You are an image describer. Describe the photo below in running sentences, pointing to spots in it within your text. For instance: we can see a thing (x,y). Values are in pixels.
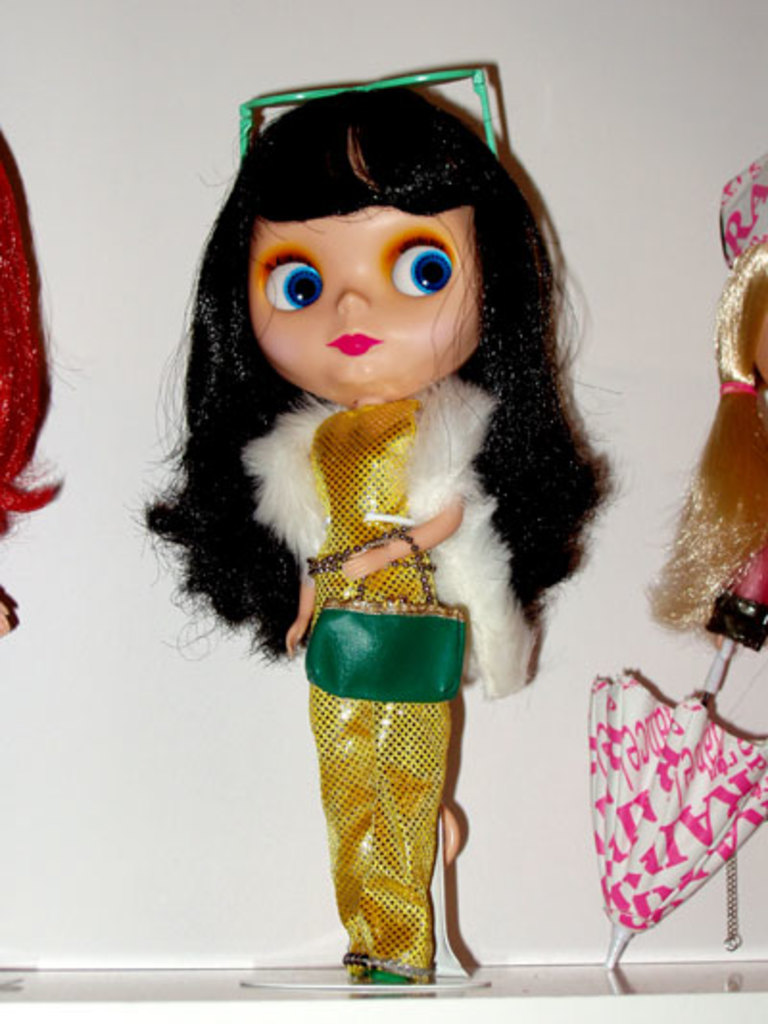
In this image we can see dolls (551,499) of different types.
